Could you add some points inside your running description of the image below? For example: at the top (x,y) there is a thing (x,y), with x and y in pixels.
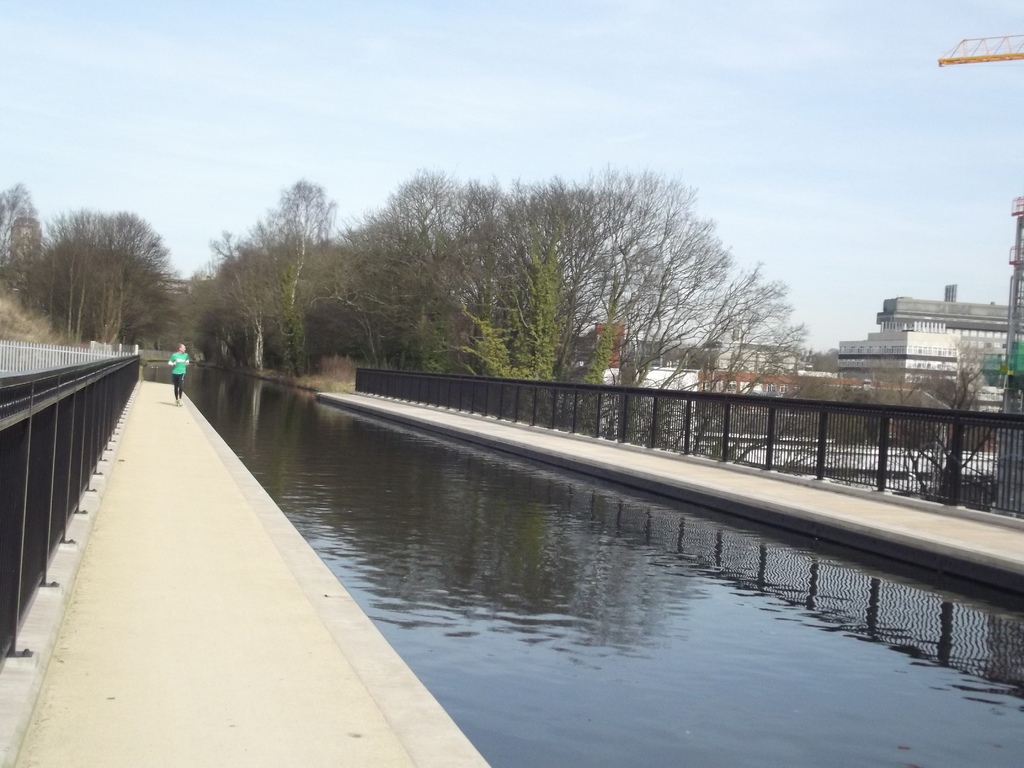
In this image in the center (629,492) there is water (603,587). Beside the water (797,567), there are roads (135,684). Beside the road (844,487) there is a metal fence (857,443). In the background (930,354) there are buildings (910,321), trees (824,392), crane (957,58) and sky (708,88).
